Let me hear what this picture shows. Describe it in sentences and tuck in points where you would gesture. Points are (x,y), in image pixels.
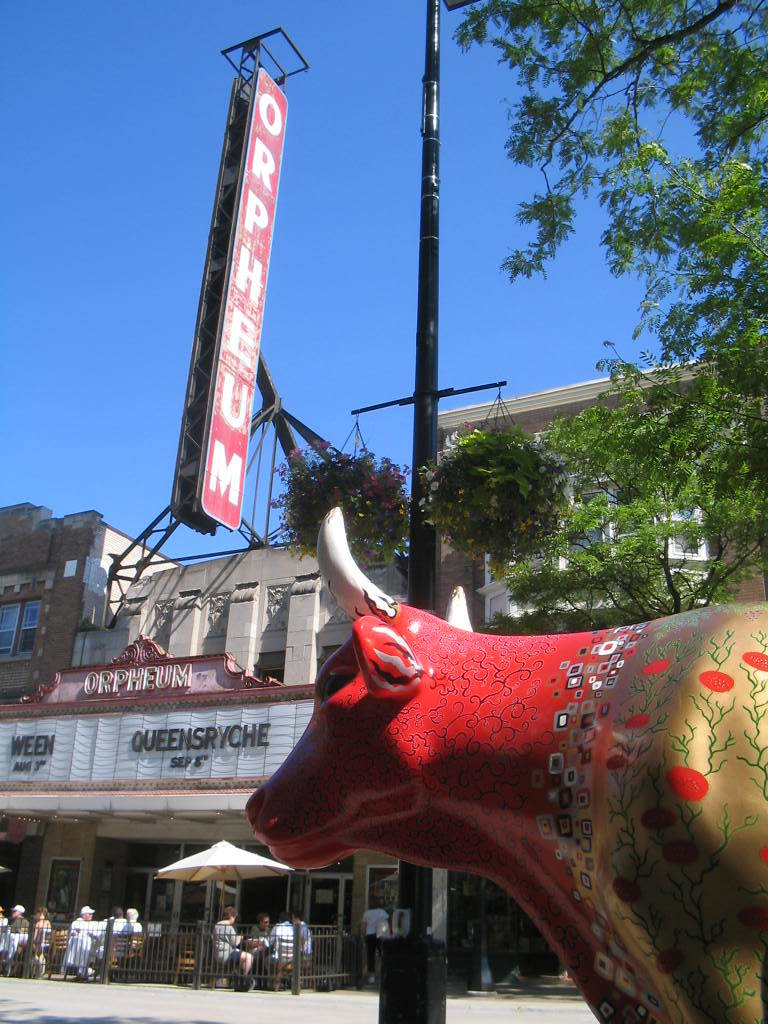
On the right side of the image (581,755) we can see one statue (617,723), which is in white, red and golden color. In the center of the image (351,342) we can see the sky (120,485), buildings (223,816), banners (194,726), poles (418,976), fences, one tree (719,468), few people (383,930) are standing and a few other objects (272,870). Among them, we can see a few people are wearing hats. And we can see plants (476,480) are tied with the wires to the pole (412,986). And we can see some text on the banner (274,735).
